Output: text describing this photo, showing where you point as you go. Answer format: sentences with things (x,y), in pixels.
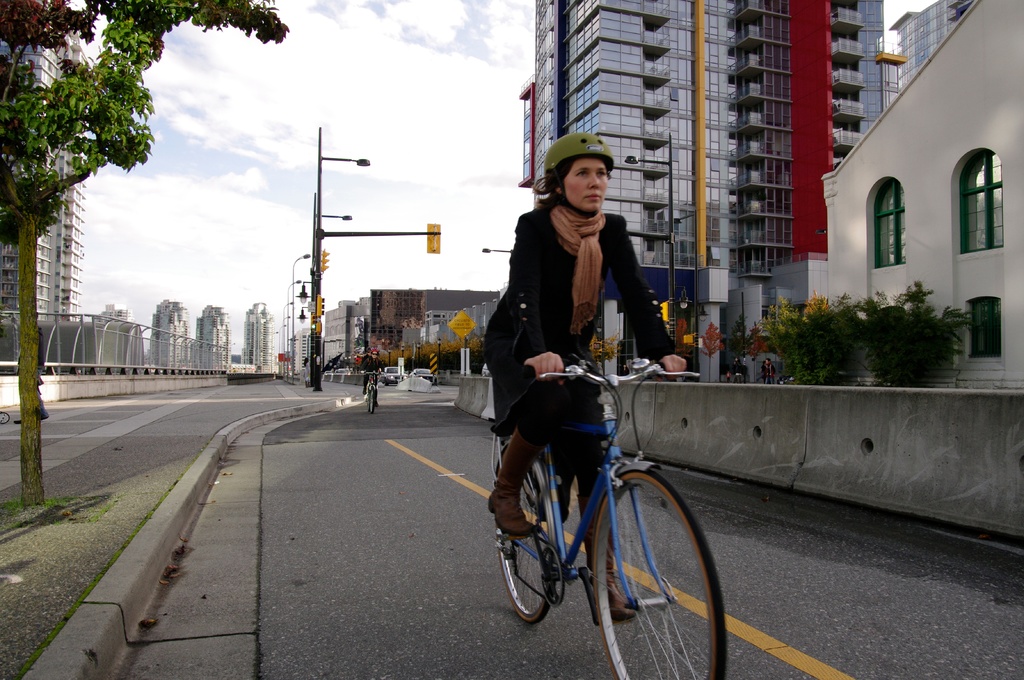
In this image i can see a women (548,226) riding bi-cycle (534,493) on the road (427,550), at the back ground (176,351) i can see, a tree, a light pole (293,325), a building (176,311), railing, sky (236,312) and the other person (373,368) riding bi-cycle (372,377) on the road (403,414).
